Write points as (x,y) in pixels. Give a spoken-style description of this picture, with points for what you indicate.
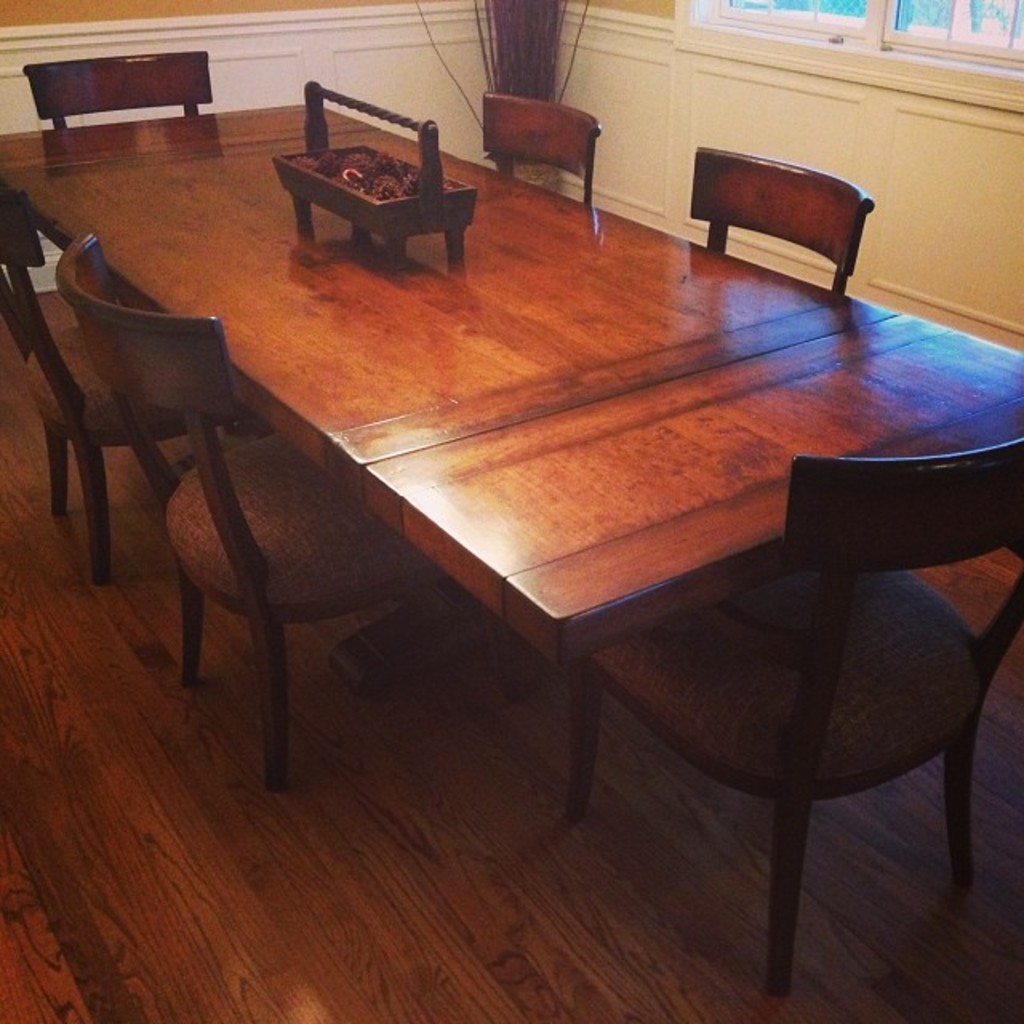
In this image I can see there is a big dining table (413,462) and there are chairs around it. On the right side (704,10) it looks like a glass window (859,37).
